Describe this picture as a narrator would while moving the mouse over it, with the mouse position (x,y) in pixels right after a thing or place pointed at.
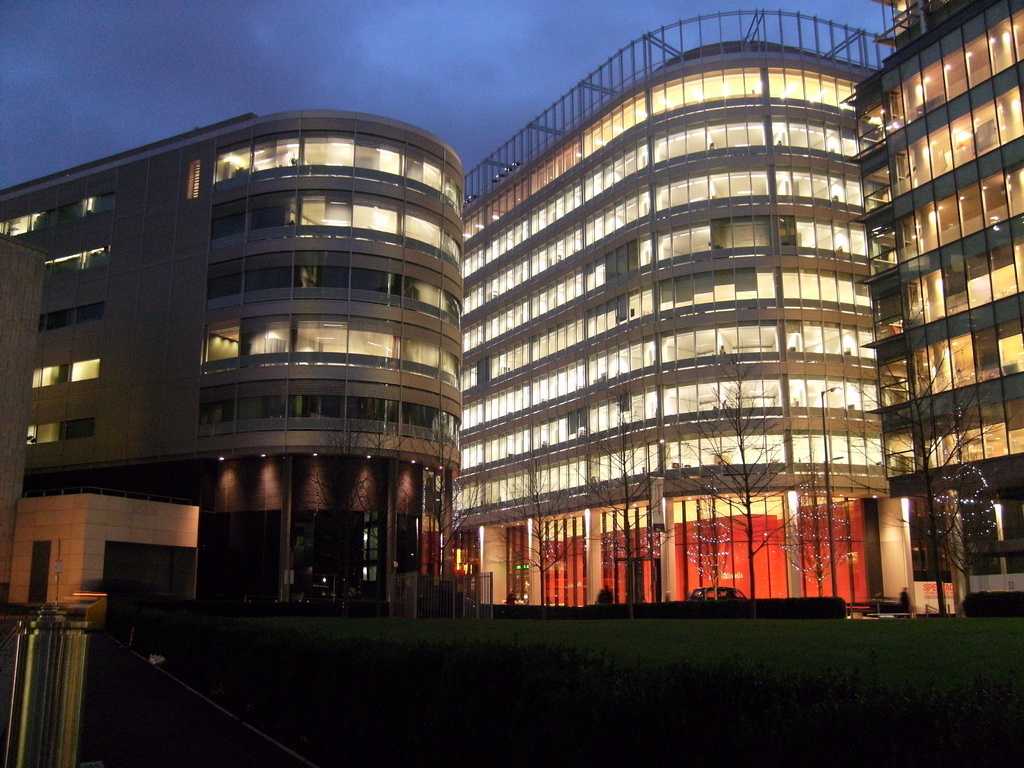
In this picture we can see grass (808,651), plants (642,663), trees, buildings (421,478), and lights (695,89). In the background (509,78) there is sky (467,84).
